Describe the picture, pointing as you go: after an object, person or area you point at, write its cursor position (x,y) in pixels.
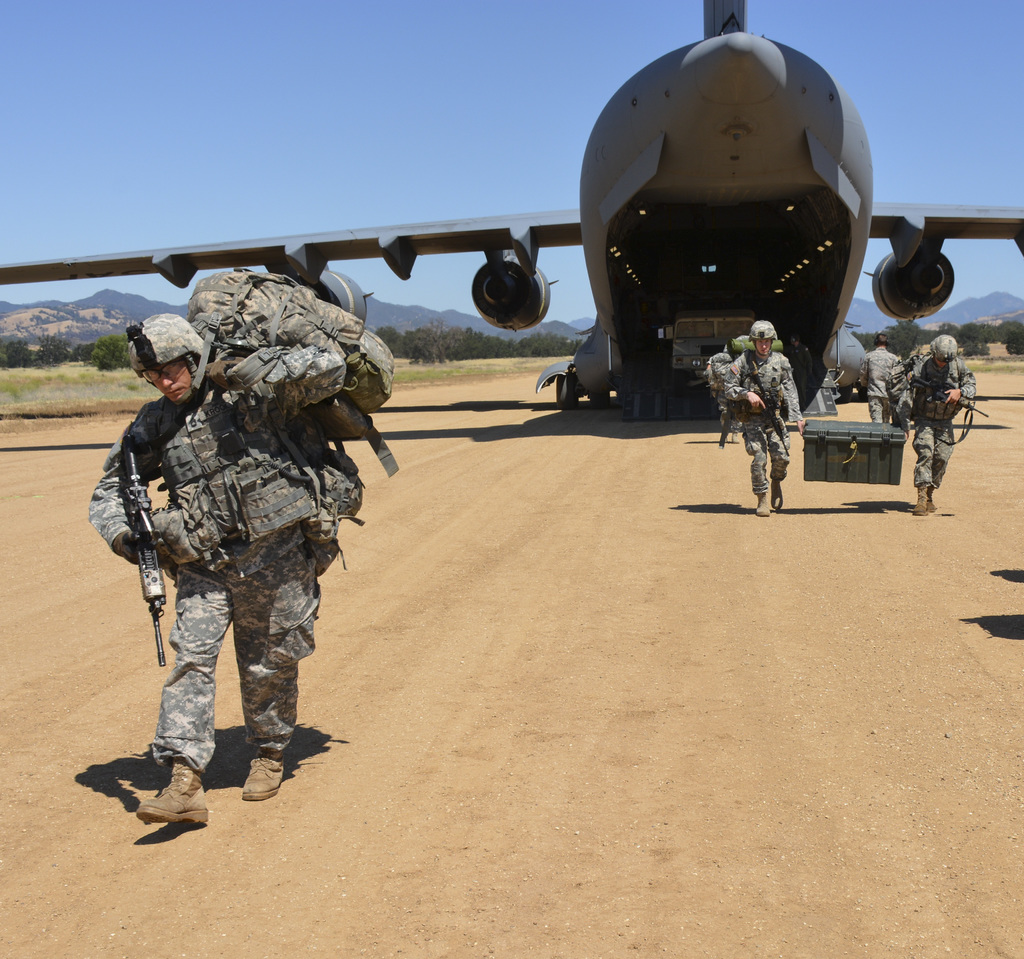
In this image I can see an aeroplane (648,275) on the land (547,490). In the foreground (210,458) I can see few people (212,495) are wearing uniforms (199,603), holding some objects (825,428) and walking. In the background (468,342) there are some trees (459,331). On the top of the image (403,109) I can see the sky (188,139).
